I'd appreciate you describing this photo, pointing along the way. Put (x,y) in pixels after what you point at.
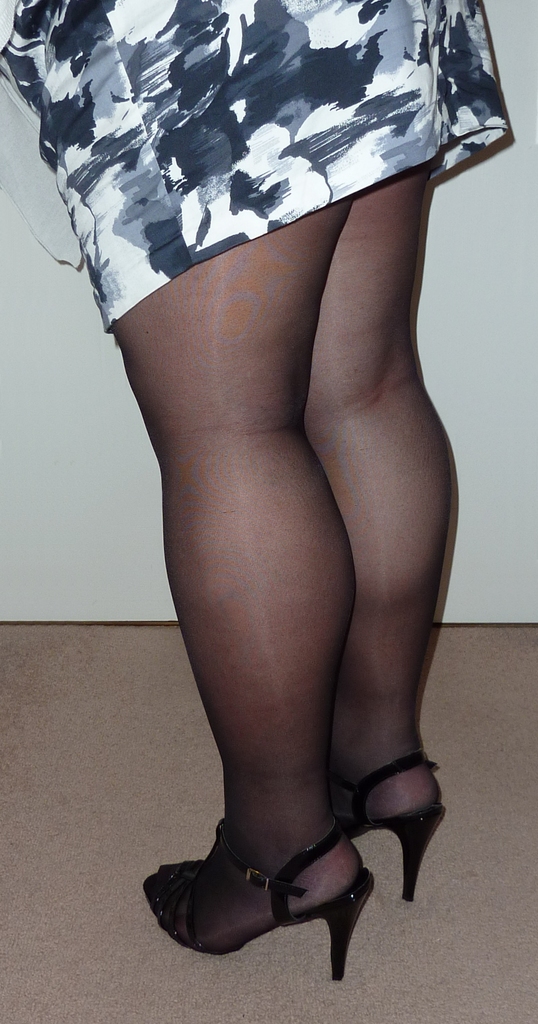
In this image I can see the person (324,830) with the footwear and the dress (331,199) which is in white, black and grey color. And there is a white background (38,312).
